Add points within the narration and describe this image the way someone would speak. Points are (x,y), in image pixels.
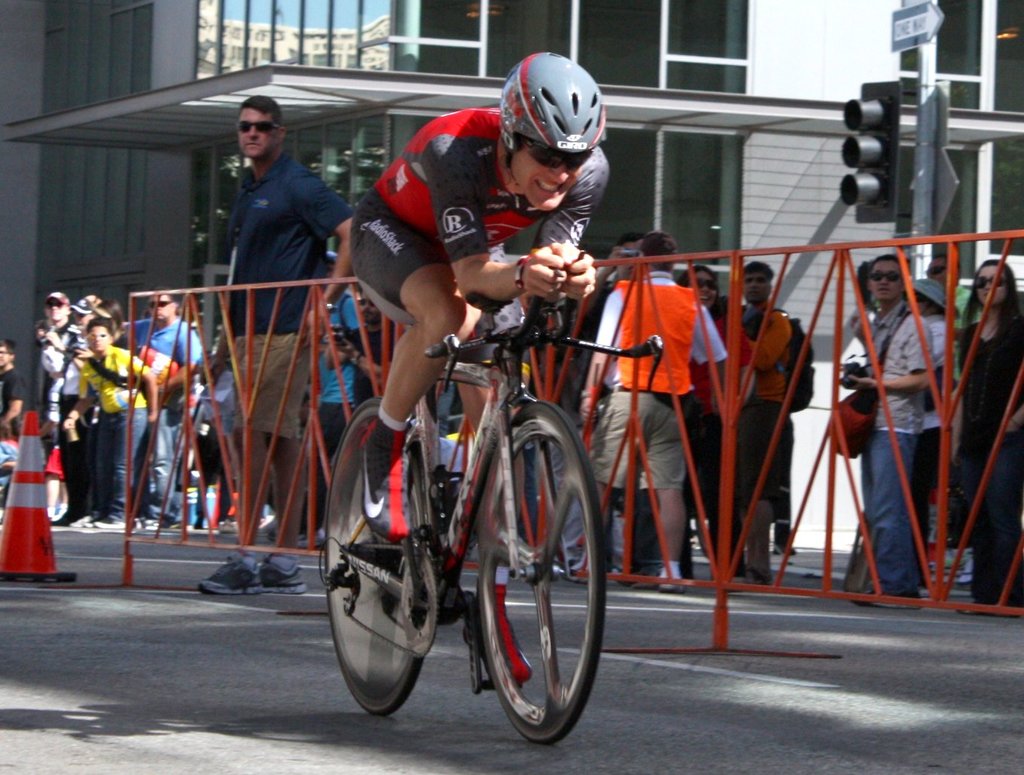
In the image we can see there is a man (424,284) who is sitting on the bicycle (360,585) and on the other side people (680,305) are standing and watching the man (444,333).
